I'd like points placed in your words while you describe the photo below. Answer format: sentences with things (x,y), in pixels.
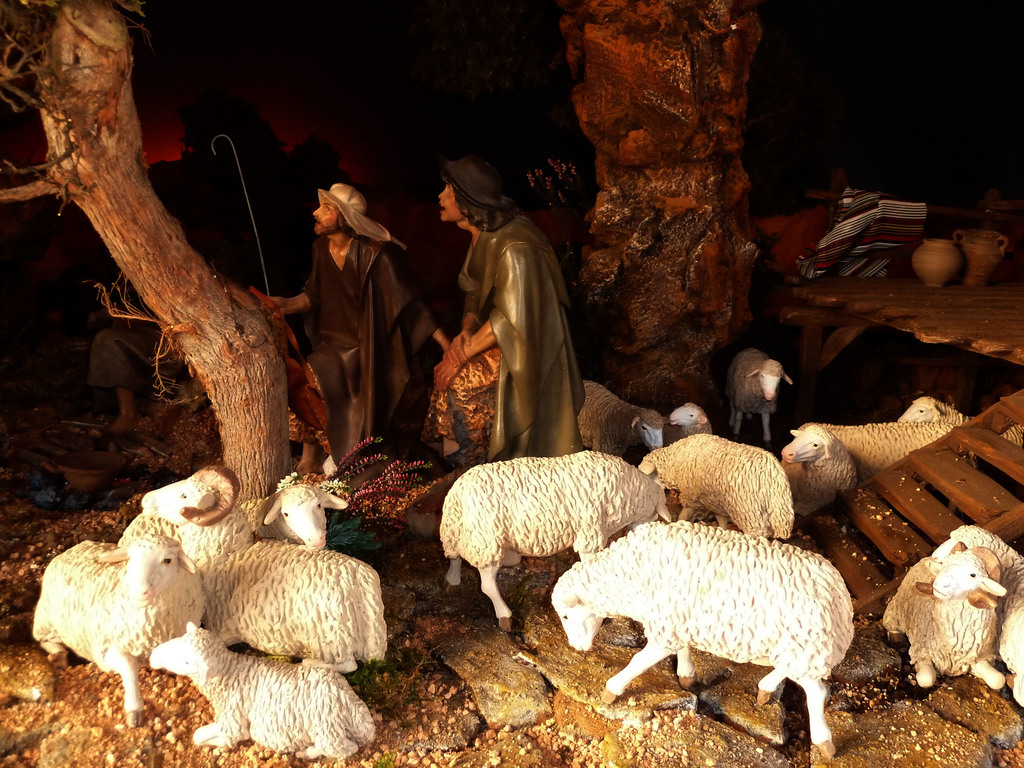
In this image I can see artificial sheep (713,550). I can see two persons (413,306). On the left side (156,285) I can see a tree (174,250).
